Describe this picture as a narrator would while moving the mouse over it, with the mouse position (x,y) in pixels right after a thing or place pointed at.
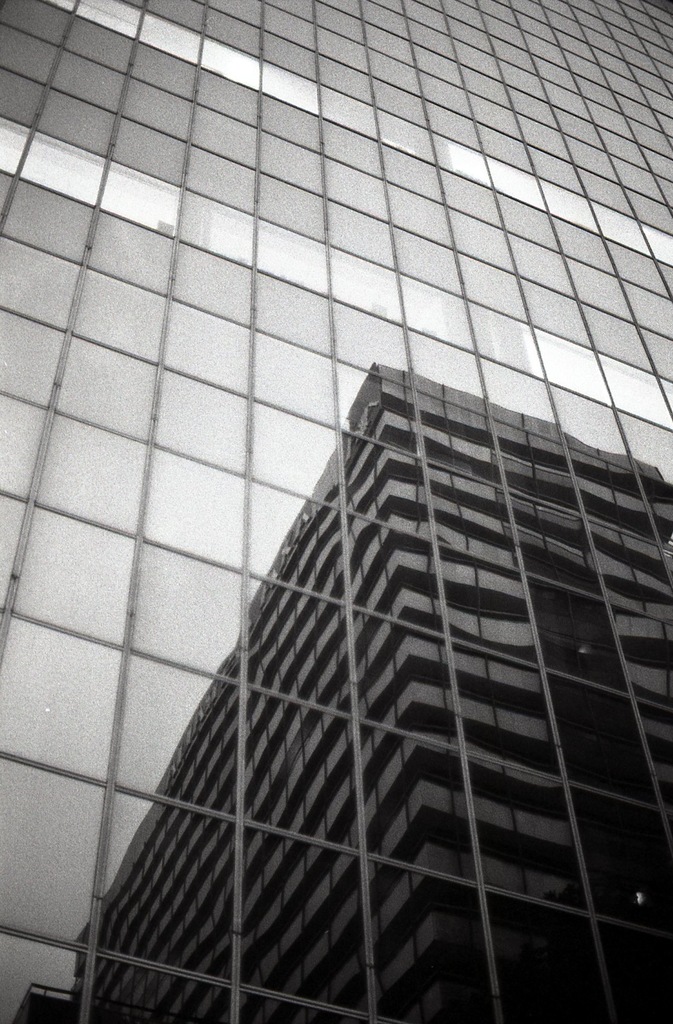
In this picture we can see the reflection (318,819) of a building (512,594).
